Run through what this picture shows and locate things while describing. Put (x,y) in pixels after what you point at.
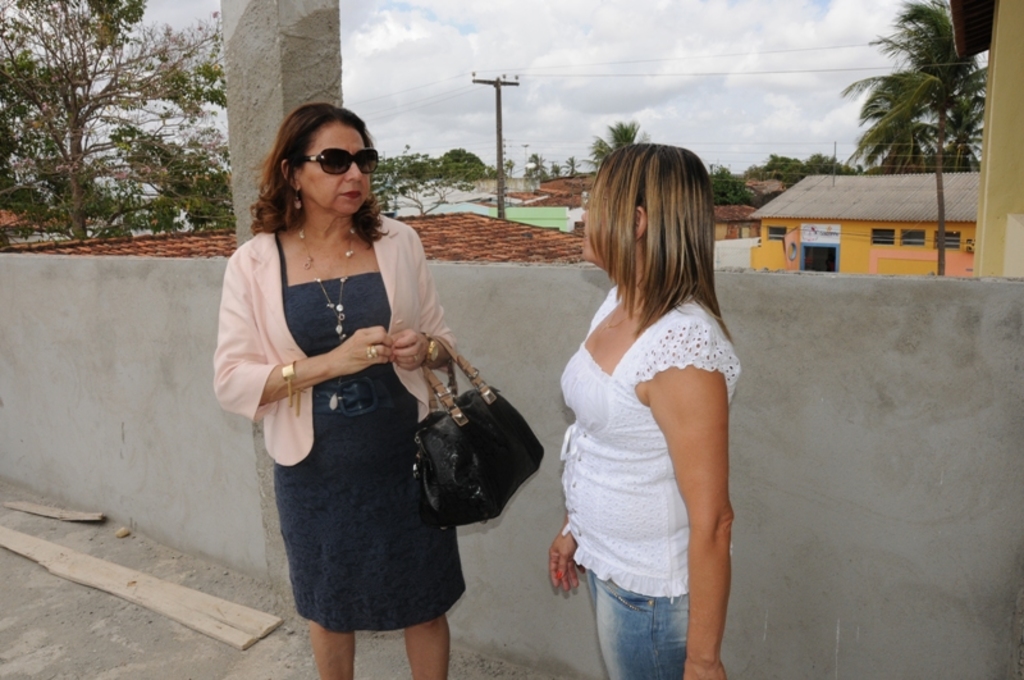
Front these two people (416,392) are looking at each-other. This woman (361,335) wore goggles (329,150) and bag (466,404). Background (896,233) there are trees (903,154), houses (864,235) with windows (872,235) and current pole (502,175) with cables (517,76). Sky (652,95) is cloudy.
